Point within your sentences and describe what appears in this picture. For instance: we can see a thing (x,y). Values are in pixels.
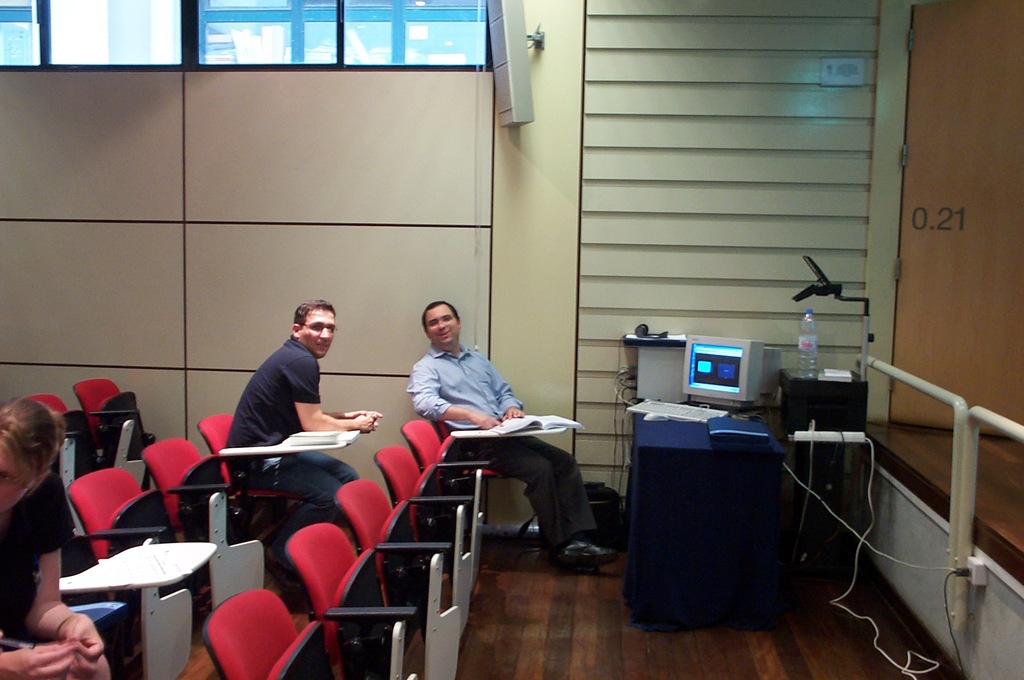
In the picture I can see two men (278,369) sitting on the chairs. I can see the books (538,420) on the table (521,432). There is a woman (57,662) on the bottom left side (19,654). I can see the glass windows (123,50) at the top of the picture (270,10). I can see a computer (735,346), central processing unit (817,420), an extension box (807,434), a mouse (647,416) and papers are kept on the table (703,430) which is on the right side (750,498). It is looking like a wooden door (931,267) on the top right side (974,144).
